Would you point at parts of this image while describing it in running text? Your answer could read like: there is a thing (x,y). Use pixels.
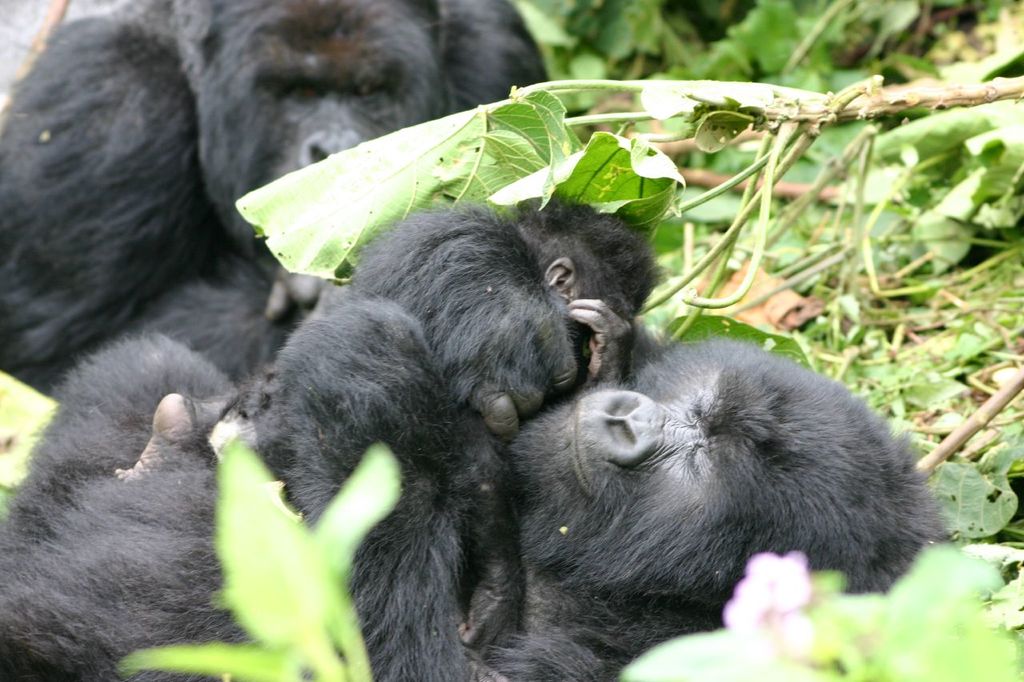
In this image, we can see gorillas (614,316) and in the background (688,159), there are plants (756,246).
